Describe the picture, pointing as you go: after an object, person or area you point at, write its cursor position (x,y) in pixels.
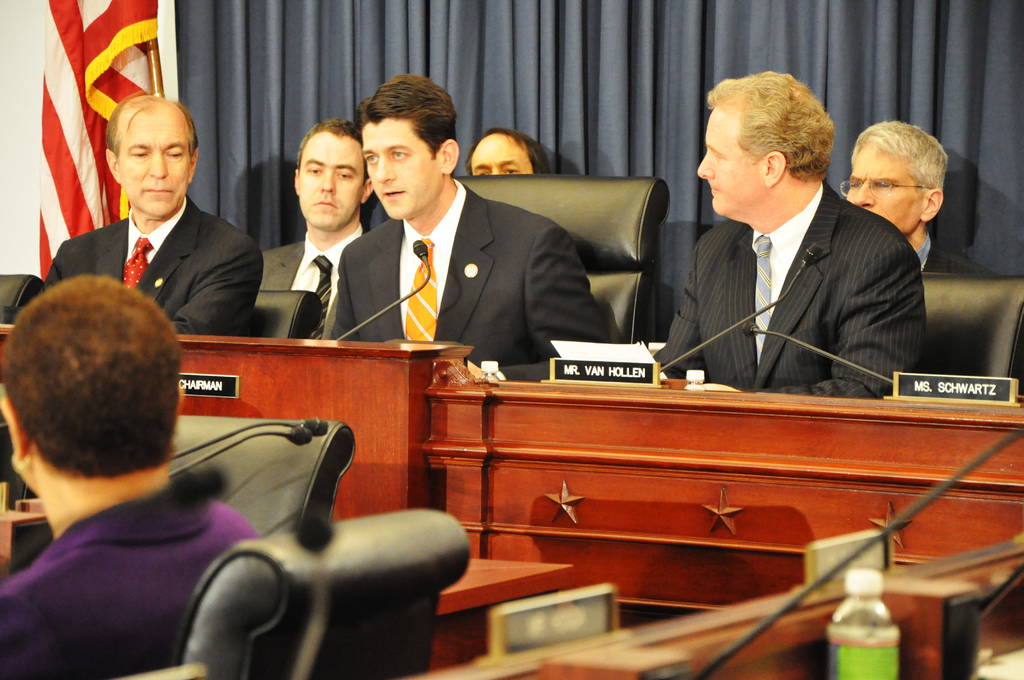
In this image we can see a few people (715,265) sitting on the chairs (627,259), in front (489,480) them, there are tables (559,440), on the tables (634,416), we can see a few name boards (945,400), water bottles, and mics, in the background (271,106) we can see a curtain (311,100) and a flag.
